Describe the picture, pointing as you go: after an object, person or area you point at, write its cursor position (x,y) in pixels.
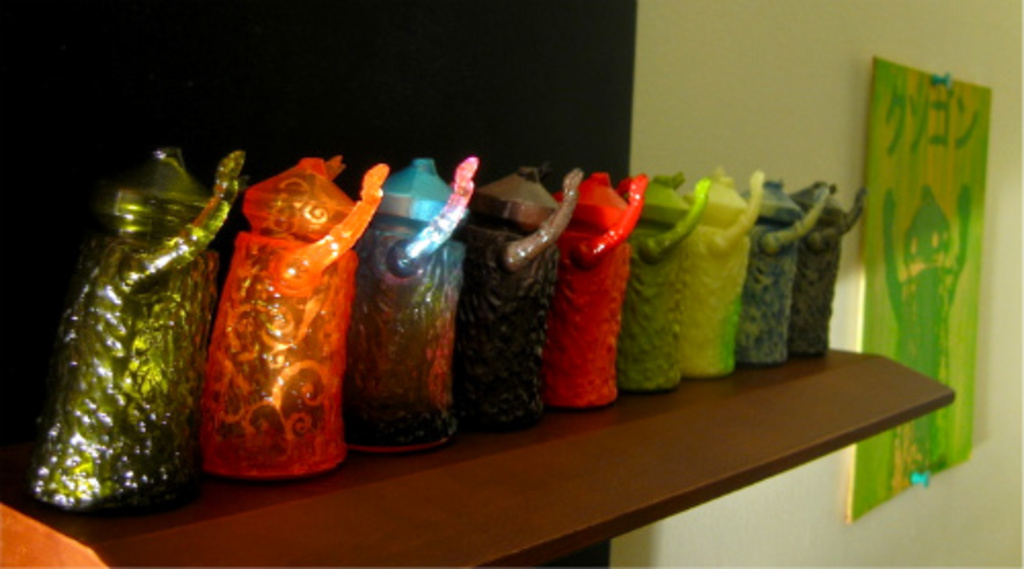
In this image I can see different colored decorative items (583,301) on the rack (653,432). The rack (655,442) is in brown color. On the wall (854,84) the frame (878,193) is attached to it. The wall (855,57) is in cream color.
